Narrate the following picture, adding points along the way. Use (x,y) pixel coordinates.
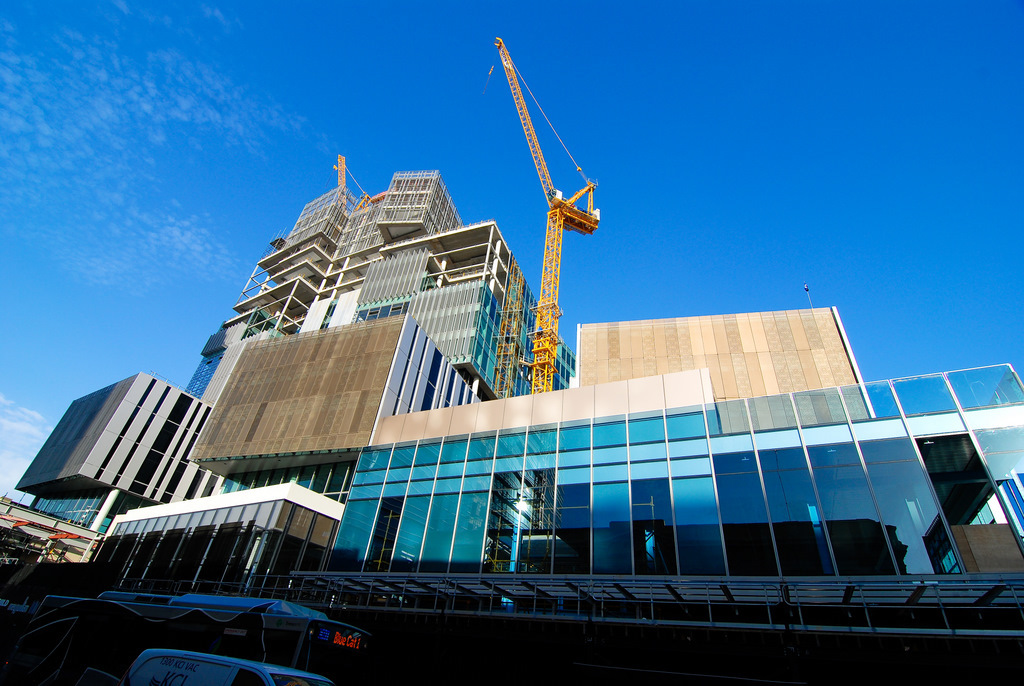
In this image we can see a vehicle (85,648) at the bottom (172,681) and there are buildings (493,405), glasses (510,438), cranes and clouds (119,273) in the sky (31,242).
